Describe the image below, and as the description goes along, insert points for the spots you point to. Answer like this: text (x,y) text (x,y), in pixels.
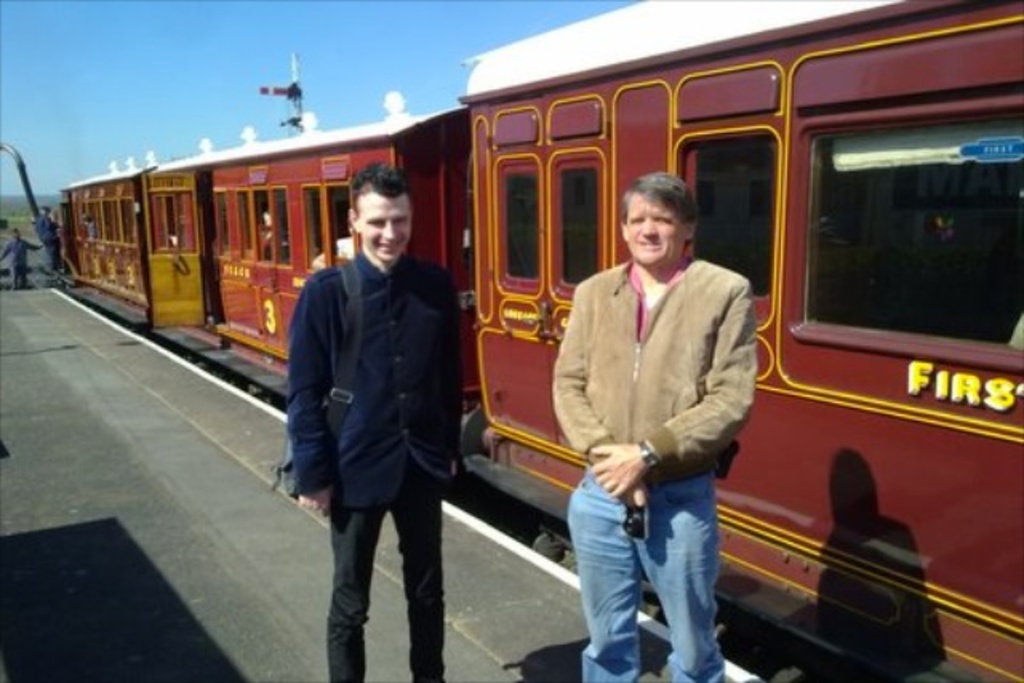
In this image we can see some people (444,424) standing on the platform (30,294). We can also see a train (546,393) on the track (469,481) and the sky (212,56) which looks clear.
